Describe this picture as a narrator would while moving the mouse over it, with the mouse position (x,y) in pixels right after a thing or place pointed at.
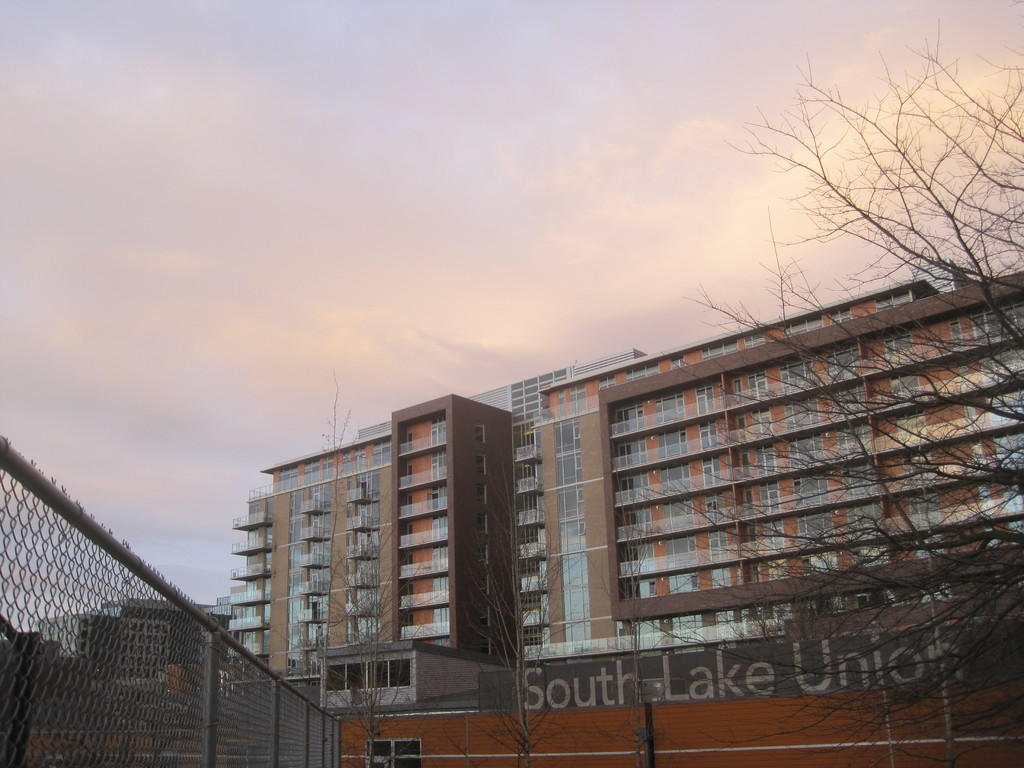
In this picture there is a brown color building (491,557) with glass windows (706,428). On the left side (118,670) there is a fencing grill (188,699). On the right corner (941,599) there is a dry tree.
